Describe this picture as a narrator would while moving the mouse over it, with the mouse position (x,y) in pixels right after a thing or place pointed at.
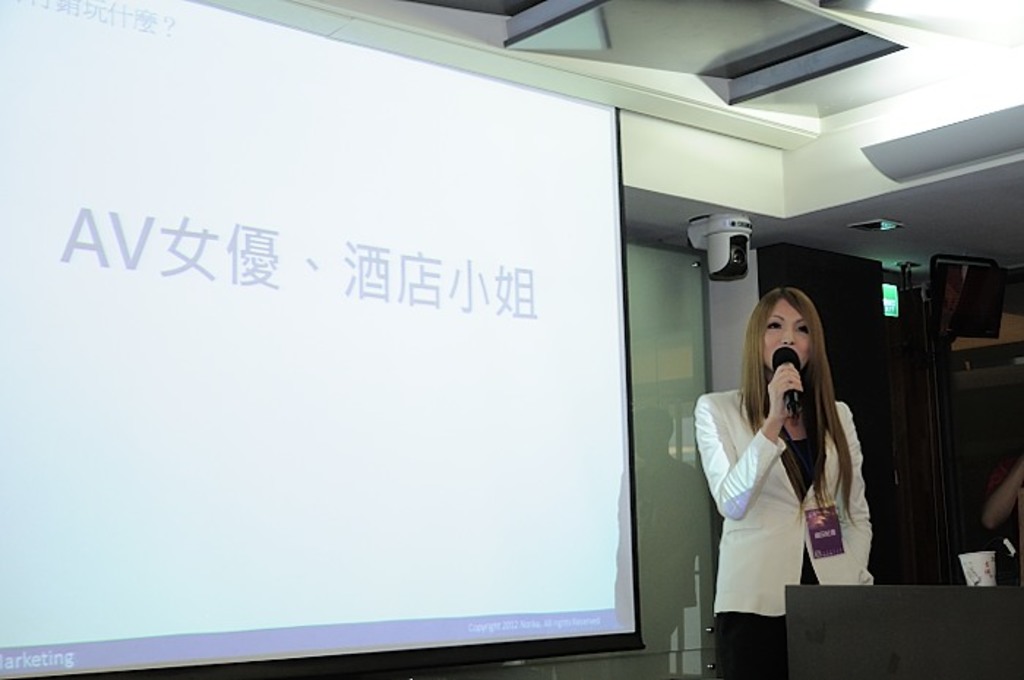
In this image we can see a lady (775,525) standing and holding a microphone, behind her there is a projector screen (560,500) and some text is projected on it, on the right side of the image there is a camera (735,243), lights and a few other objects (944,416), in front of her looks like there is a table (991,587) and there is a glass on it.
